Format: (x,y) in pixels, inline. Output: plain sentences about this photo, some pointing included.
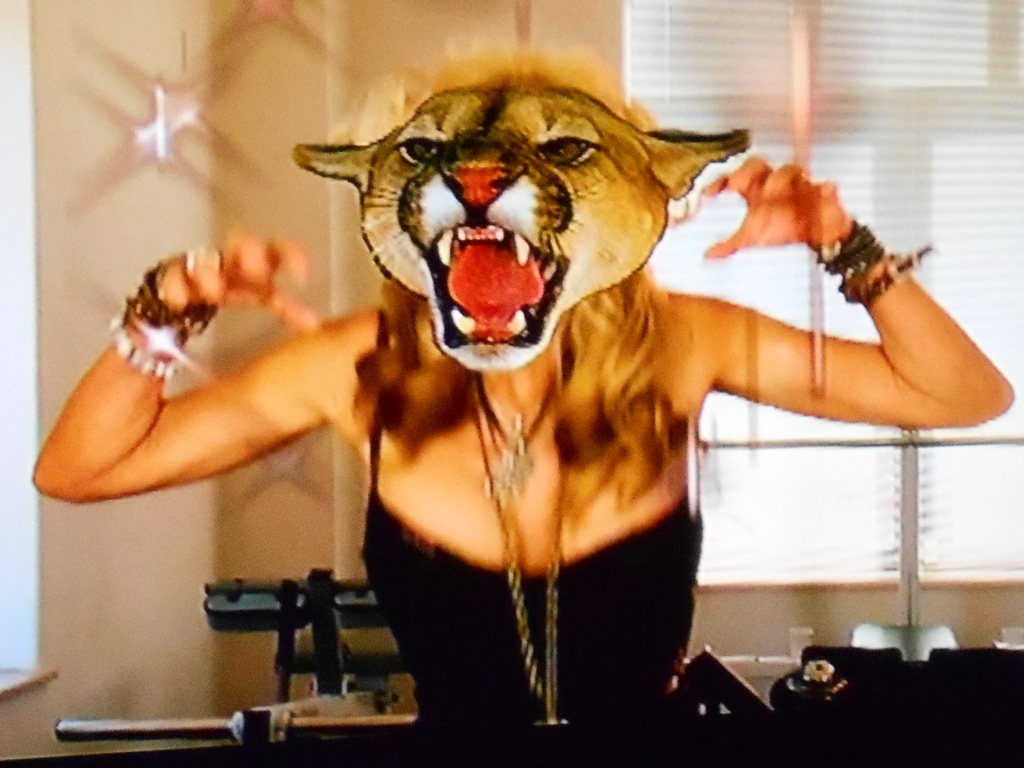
In the center of the image (545,420) we can see a woman (542,591) wearing a mask (656,162). In the background (340,44) there is a wall (333,84) and we can see blinds (921,158). At the bottom (707,743) there is a table (852,726).
